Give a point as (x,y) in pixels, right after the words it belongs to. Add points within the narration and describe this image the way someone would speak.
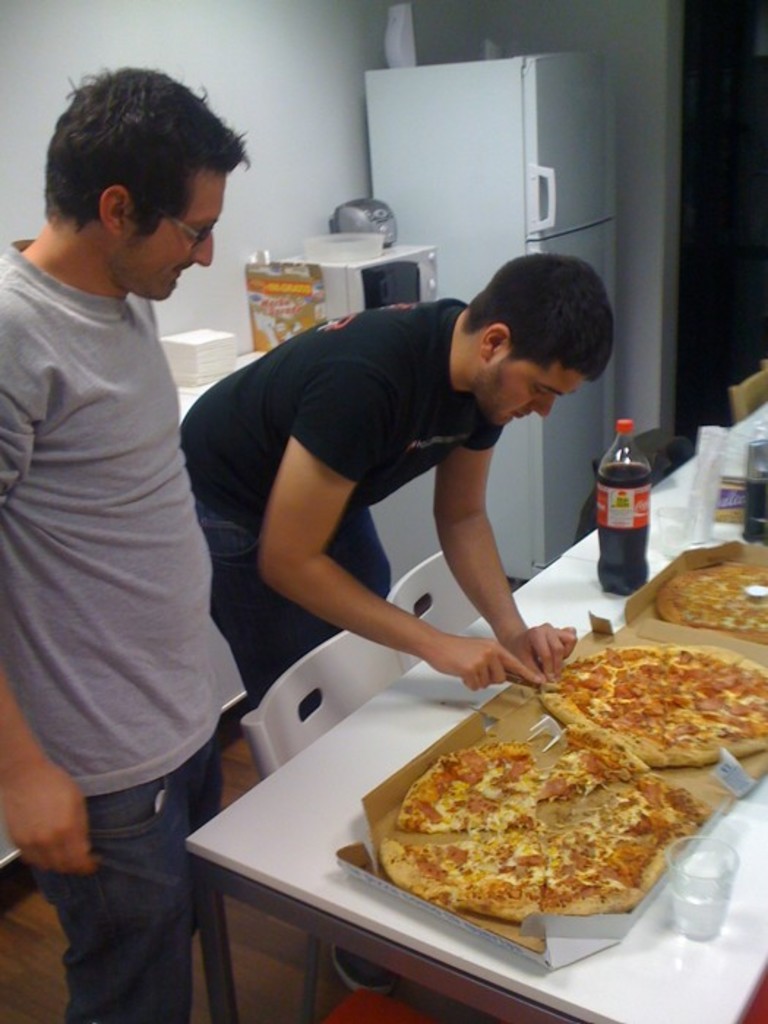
In the center of the image (262,464) a man (331,569) is cutting pizza (739,660). On the right side of the image (597,567) there is a table (751,905). On the table (581,1003) we can see pizzas (628,824), glass (703,836), bottles (763,511) are there. On the left side of the image (142,454) a man (128,654) is standing. In the background of the image (371,266) we can see tissue papers (192,351), micro oven (340,275), refrigerator (391,126), wall (325,78) are there. At the bottom of the image (272,956) there is a floor (277,975).
